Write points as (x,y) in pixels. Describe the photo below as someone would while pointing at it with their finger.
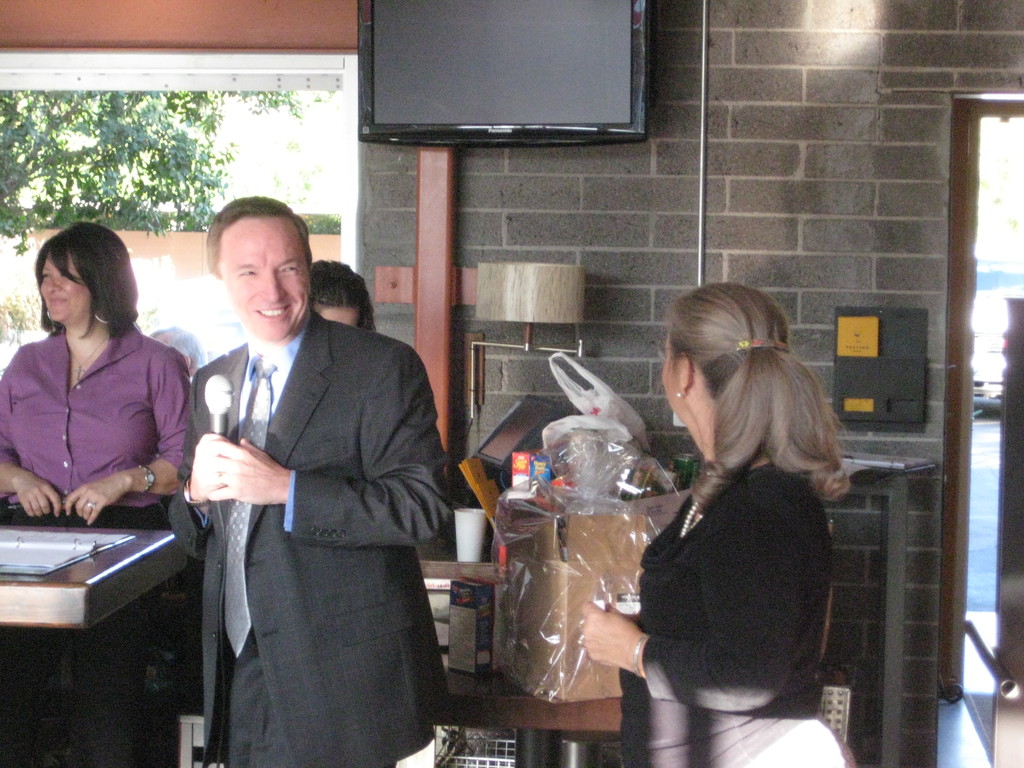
In this image we can see people (659,552). There are many objects (586,567) placed on the table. There are few objects (866,325) on the wall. There is television (586,95) on the wall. There is a car (990,388) in the image. A person (324,405) is holding a microphone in the image.
